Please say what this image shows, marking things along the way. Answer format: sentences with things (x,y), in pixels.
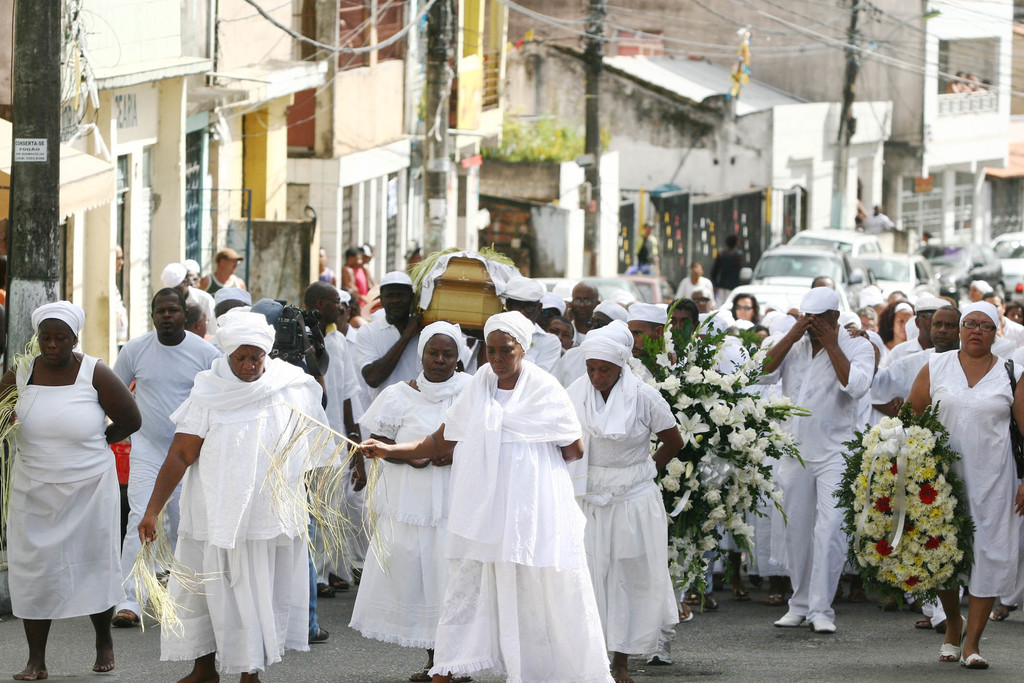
This image is clicked outside. There are some persons (109,409) in the middle (461,398). Some of them are holding flowers (672,371). There are vehicles (809,282) on the right side (994,273). There are buildings (523,235) in the middle (521,267).
